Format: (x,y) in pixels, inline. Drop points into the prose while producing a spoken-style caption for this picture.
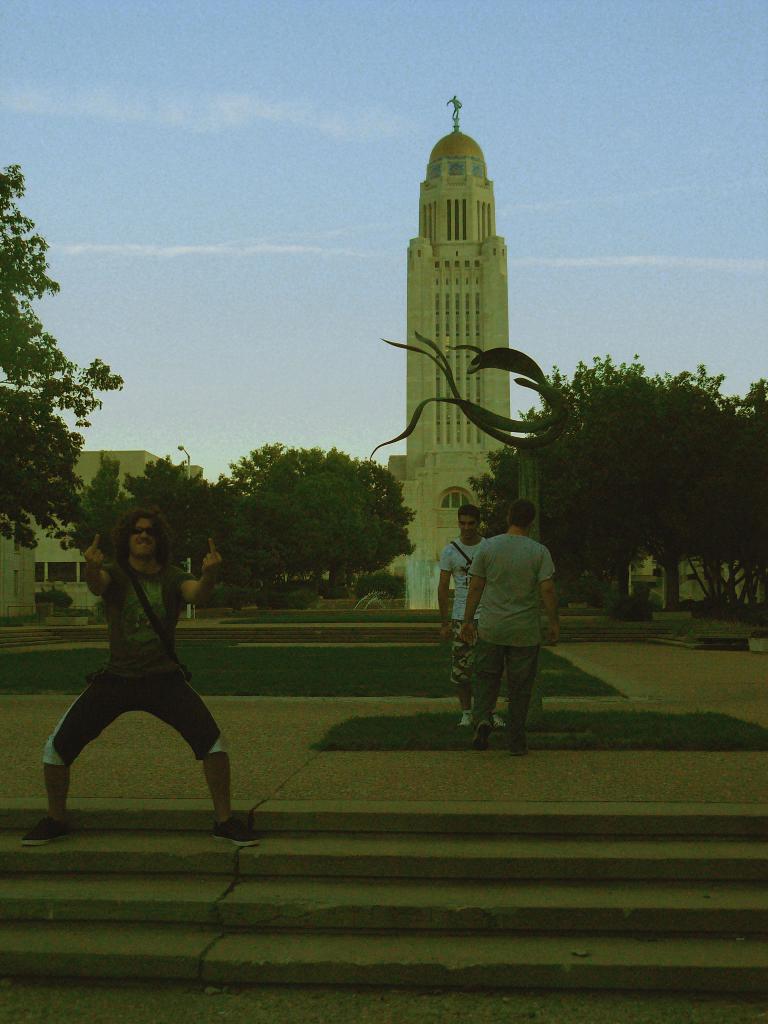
In this image there are trees (28,397), buildings (3,579) and there is a person (62,813) on the left corner (67,727). There are trees (643,539) and buildings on the right corner (740,564). We can see steps (455,911), there are people (508,660) standing, there is an object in the foreground (516,545). There are trees (394,485) and there is a building (497,300) in the background (427,288). And there is sky (388,270) at the top (281,306).
